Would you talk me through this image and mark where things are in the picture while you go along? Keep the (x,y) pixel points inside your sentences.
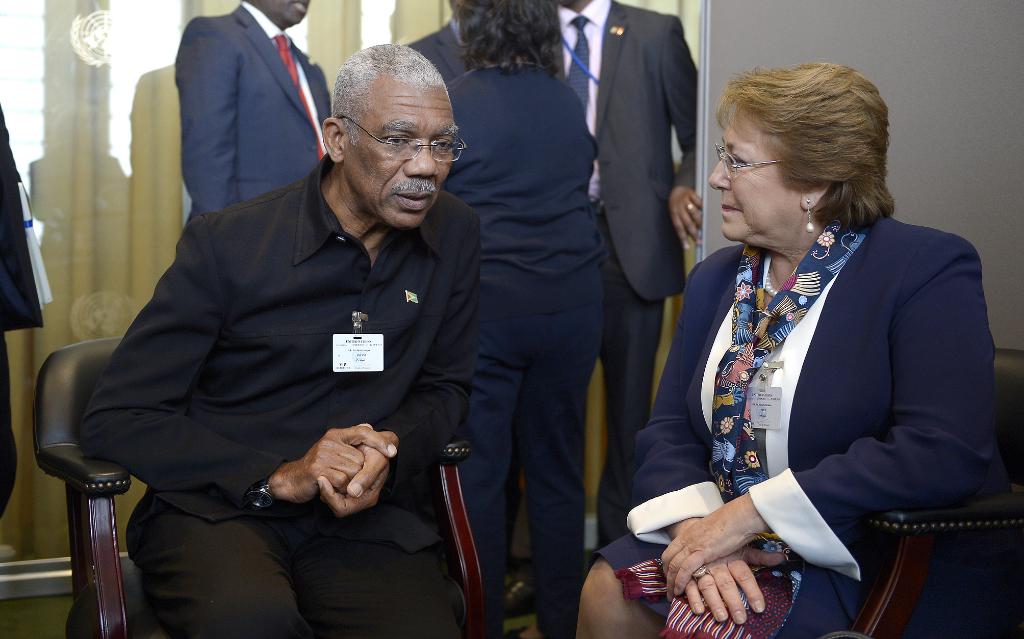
In this picture we can see men (460,235) wore spectacle (391,141) talking to the beside woman (814,270) wore scarf (755,276), spectacle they both are sitting on chairs (888,530) and at back of them some persons (523,48) are standing.
